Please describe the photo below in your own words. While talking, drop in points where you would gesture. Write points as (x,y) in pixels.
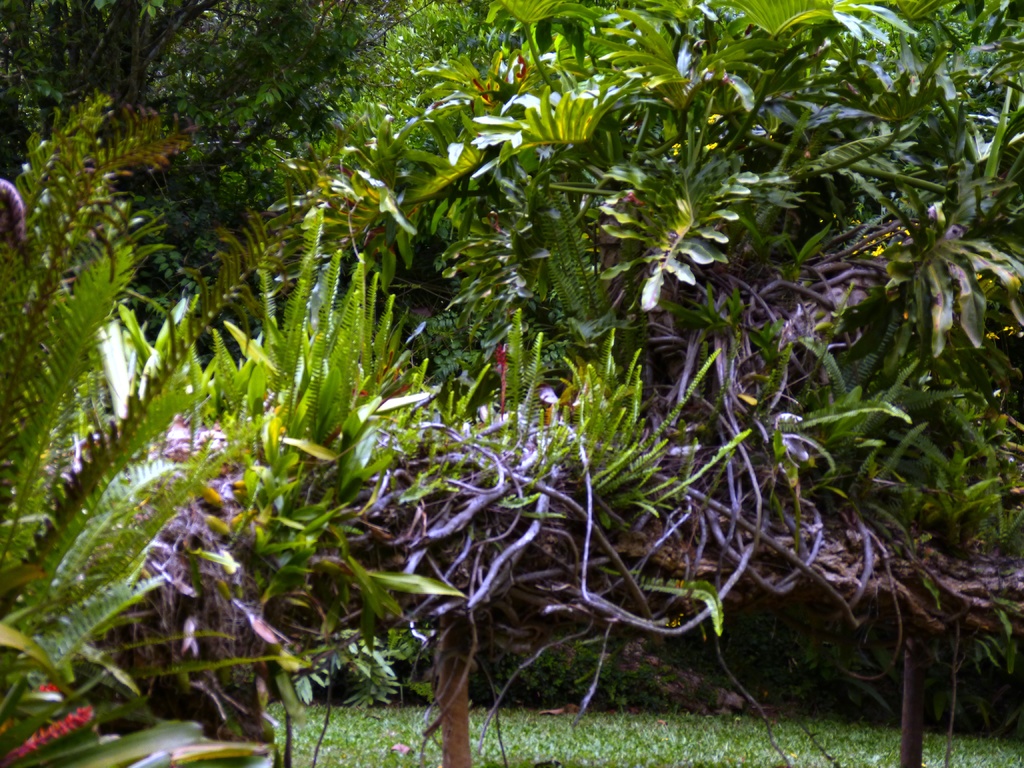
In the picture we can see a group of plants (507,595) which are some green in color and under it we can see a grass surface (665,728).
